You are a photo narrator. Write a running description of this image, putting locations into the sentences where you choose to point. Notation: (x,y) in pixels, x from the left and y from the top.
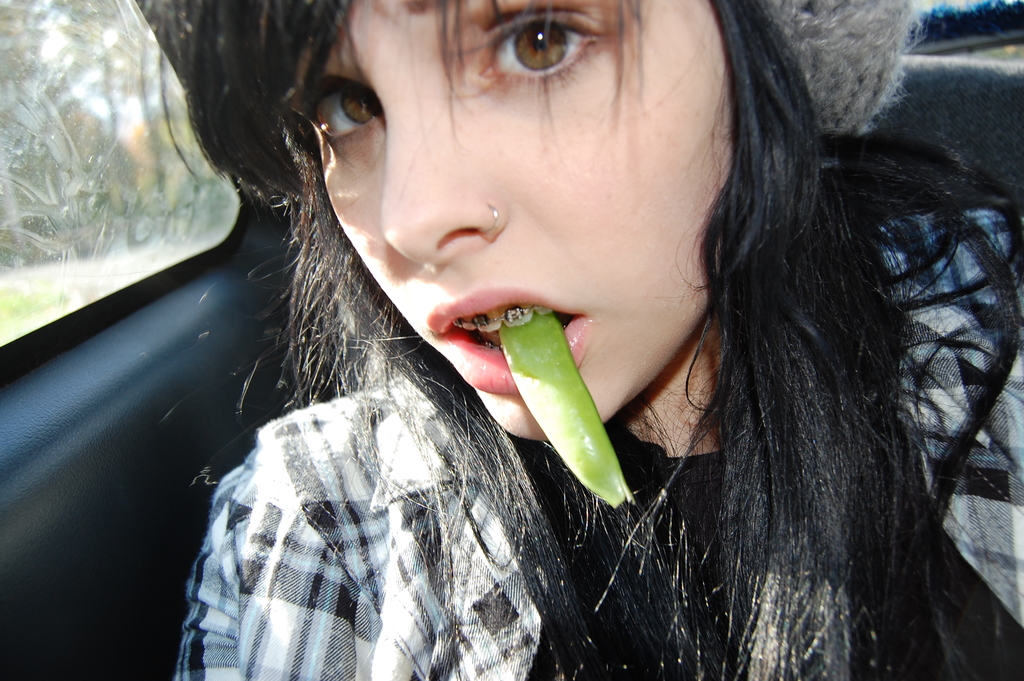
In this picture we can see a girl (289,344) in a vehicle (254,412) with a green color object (524,373) in her mouth (500,326) and in the background (149,168) we can see trees (89,112).
